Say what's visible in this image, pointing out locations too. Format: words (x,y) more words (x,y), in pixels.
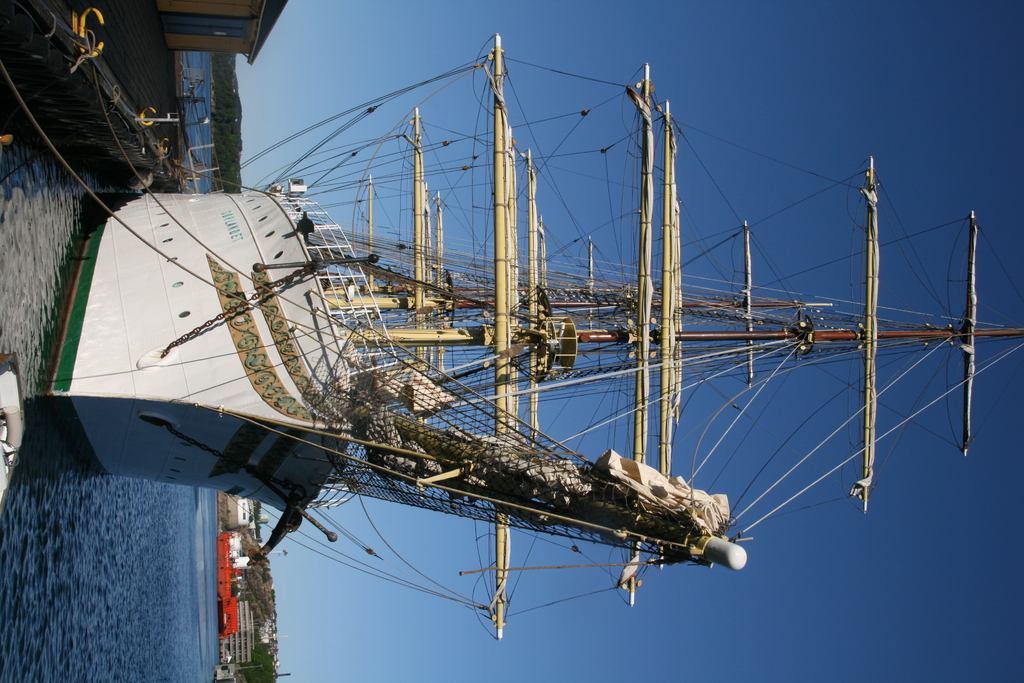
In this picture, we can see a ship (157,470), with some objects (496,272), like poles (510,332), wires (372,380), and we can see water (70,467), floor (111,66), house (224,11), mountains (260,593), buildings (244,603), and the sky (593,411).
